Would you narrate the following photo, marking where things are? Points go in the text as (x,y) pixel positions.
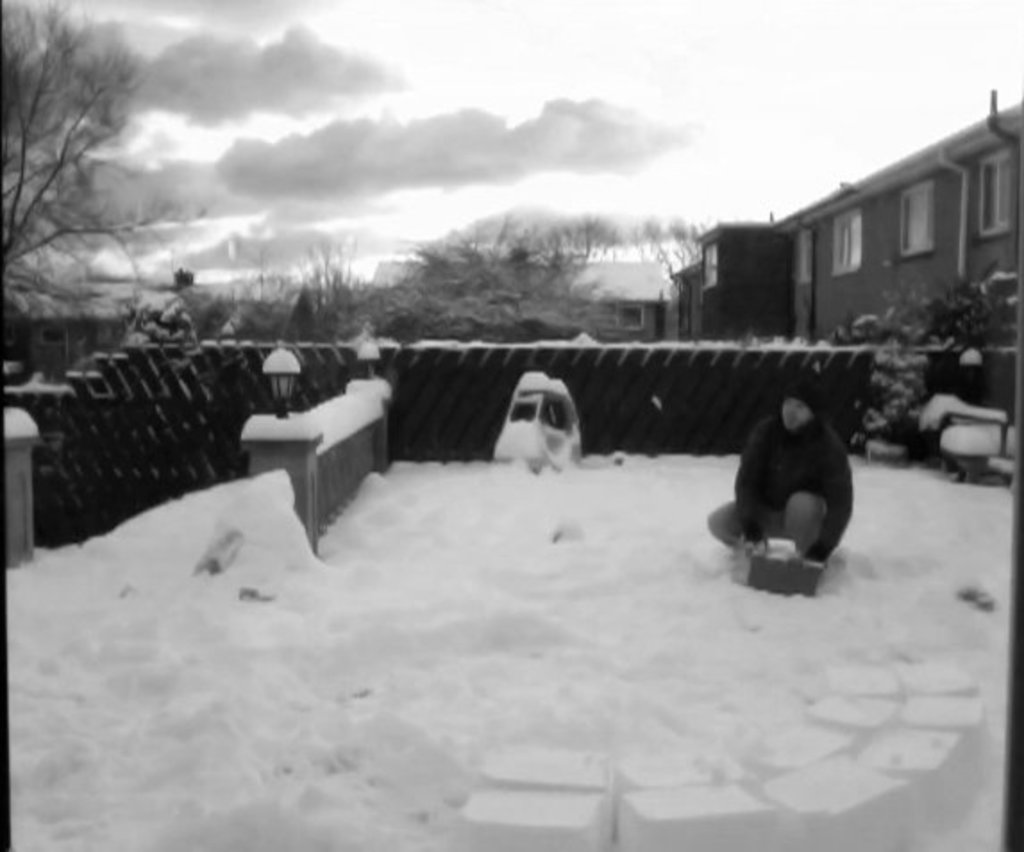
In the picture we can see a black and white image of a snow surface (84,747) with a wall (297,425) and lamp (368,363) on it and besides, we can see some person (745,462) sitting on the knees (724,520) and wearing jackets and cap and in the background (908,214), we can see a building (761,255) with some windows (836,264) to it and besides we can see some trees (342,302) and a sky (330,139) with clouds (343,252).
